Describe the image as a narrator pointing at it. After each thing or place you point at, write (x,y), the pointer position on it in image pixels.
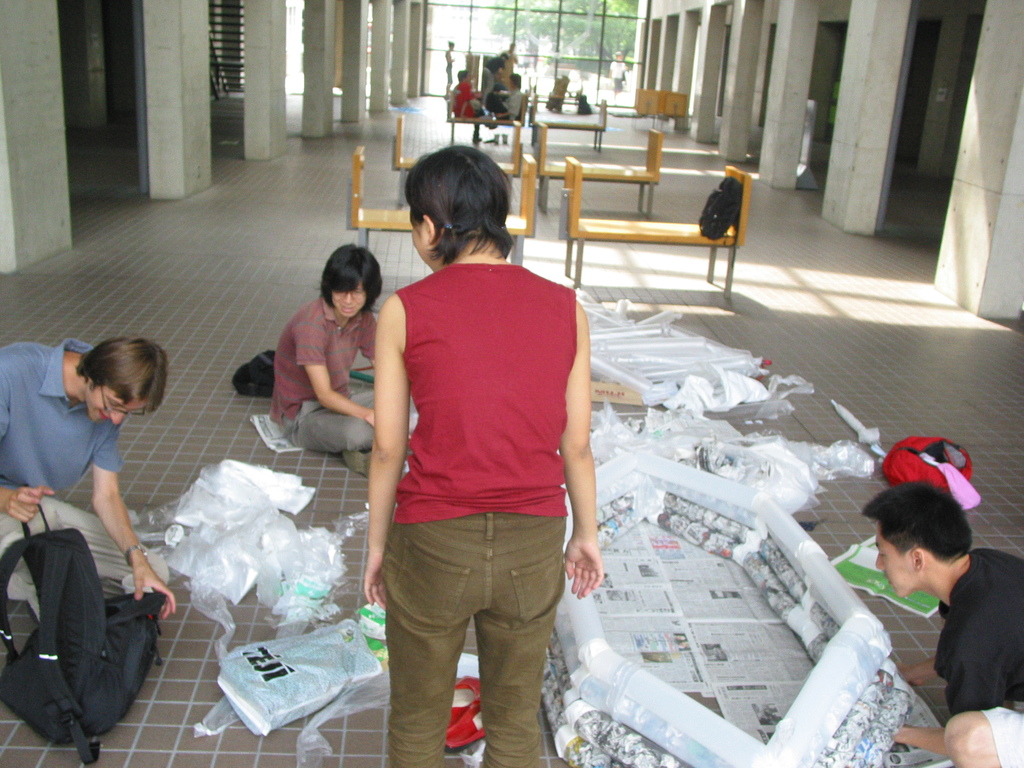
The picture is taken in a building (144,283). In the foreground of the picture (598,620) there are newspapers (645,546), covers (629,503), bags (837,458), backpacks (116,616) and people (459,467). In the center of the picture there are benches (599,171). In the background (548,102) there are benches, people (511,66) and glass window (530,39), outside the window (568,29) there are trees (518,23). On the left (185,60) and the right there are pillars (1023,208) and doors (112,58).
